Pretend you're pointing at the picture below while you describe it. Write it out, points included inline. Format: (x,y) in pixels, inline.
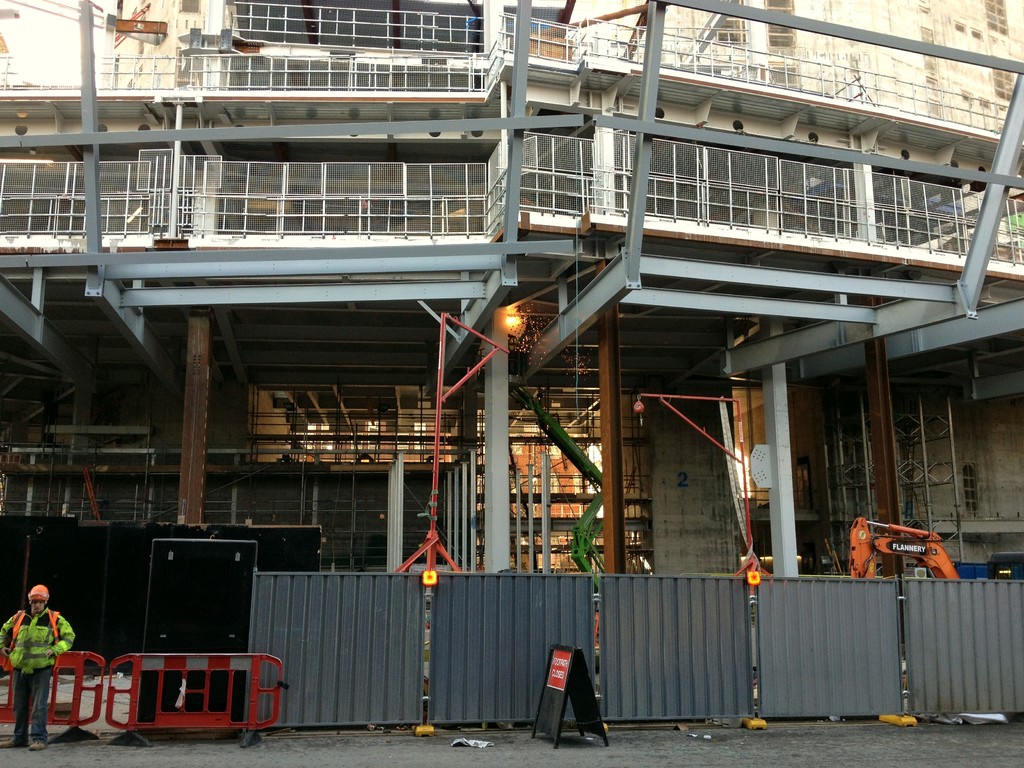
In this image there is some construction work going on, there is a fencing (722,613) in front of the building (972,550) and behind the fencing (914,589) there is a small crane (894,550) and a person (39,656) is standing in front of the fencing (642,697), on the right side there is some notice paper (563,669) attached to the blackboard (568,684).
